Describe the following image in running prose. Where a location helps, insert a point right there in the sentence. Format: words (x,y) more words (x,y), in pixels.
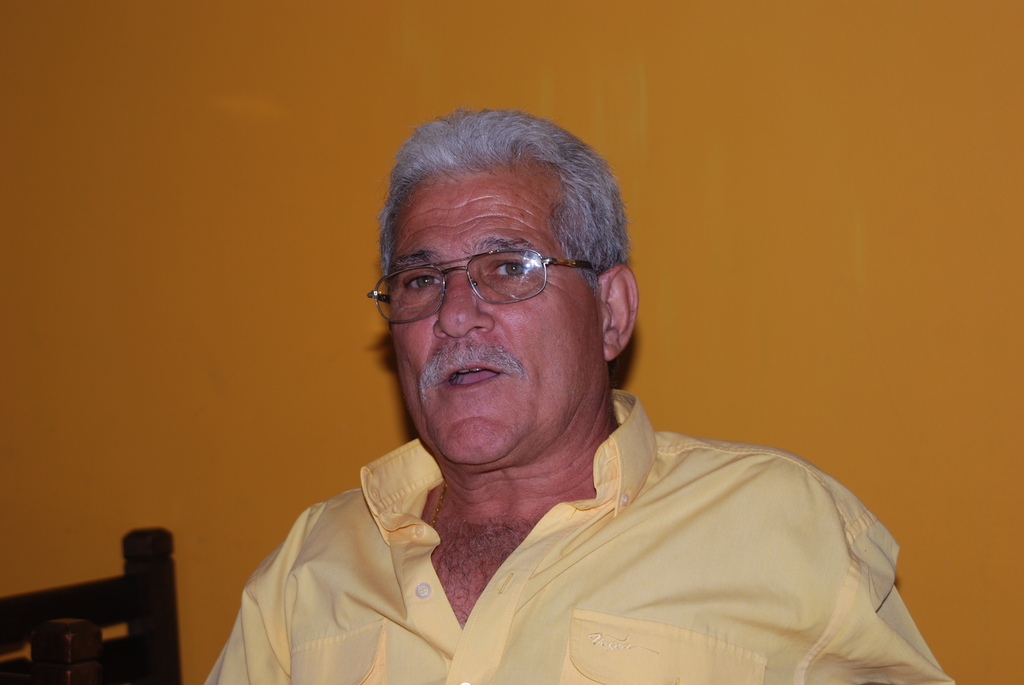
In this image I can see the person (466,557) wearing the yellow color dress (550,563) and specs (400,306). There is a yellow color background (227,342).
